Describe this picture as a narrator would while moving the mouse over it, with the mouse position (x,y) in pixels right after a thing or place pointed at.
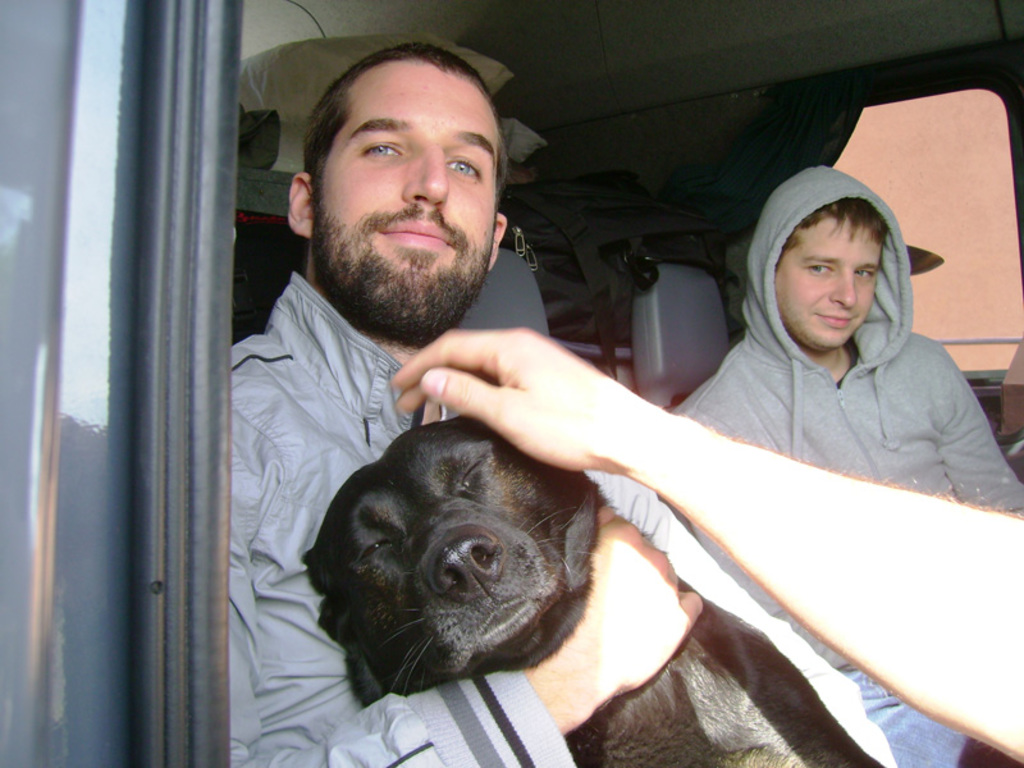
In this image I can see two men (379,380) are sitting. One is holding a dog (558,612) in his hands (596,606). On the right bottom of the image (849,550) I can see a person's hand (634,446). In the background (594,263) there is a bag (630,234) and few objects (760,158). It is looking like a vehicle (209,423).
